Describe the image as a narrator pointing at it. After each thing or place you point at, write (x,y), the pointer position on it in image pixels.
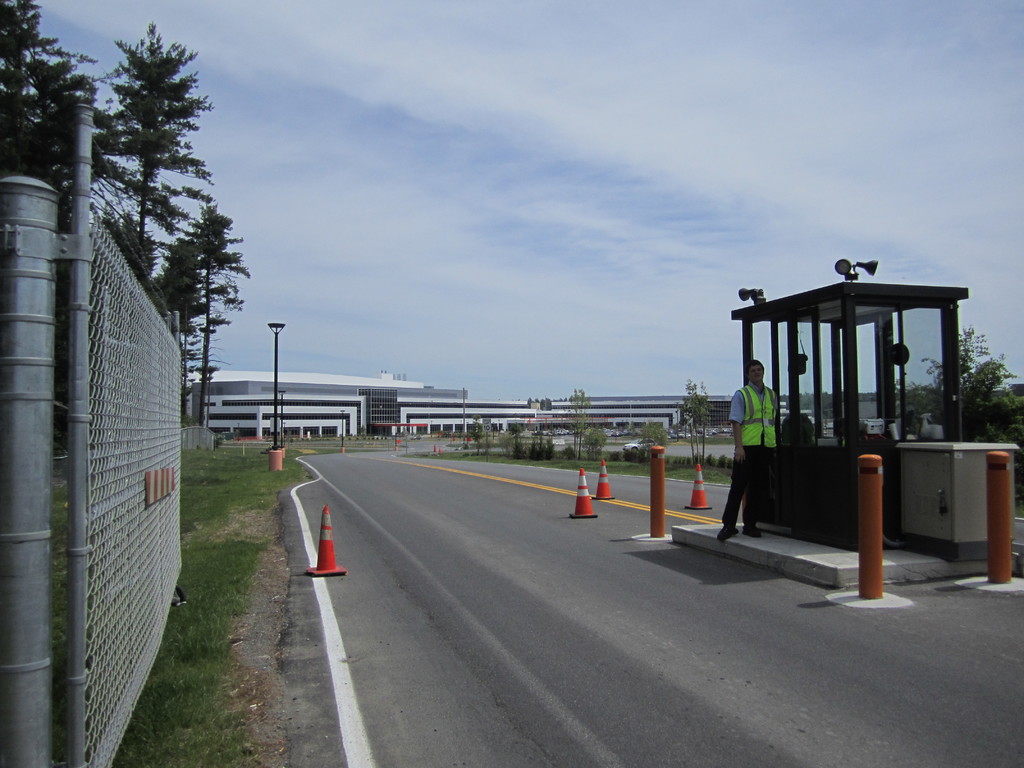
In this picture I can see there is a road (437,606) and there is a man (745,422) standing here on to right (749,407) and there is a fence (125,479) here on to left (151,457), there is grass (220,449) on the floor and there are trees (1002,417) on to right (993,429) and left. In the backdrop (726,152) there is a building (242,426) and the sky (1020,343) is cloudy.
